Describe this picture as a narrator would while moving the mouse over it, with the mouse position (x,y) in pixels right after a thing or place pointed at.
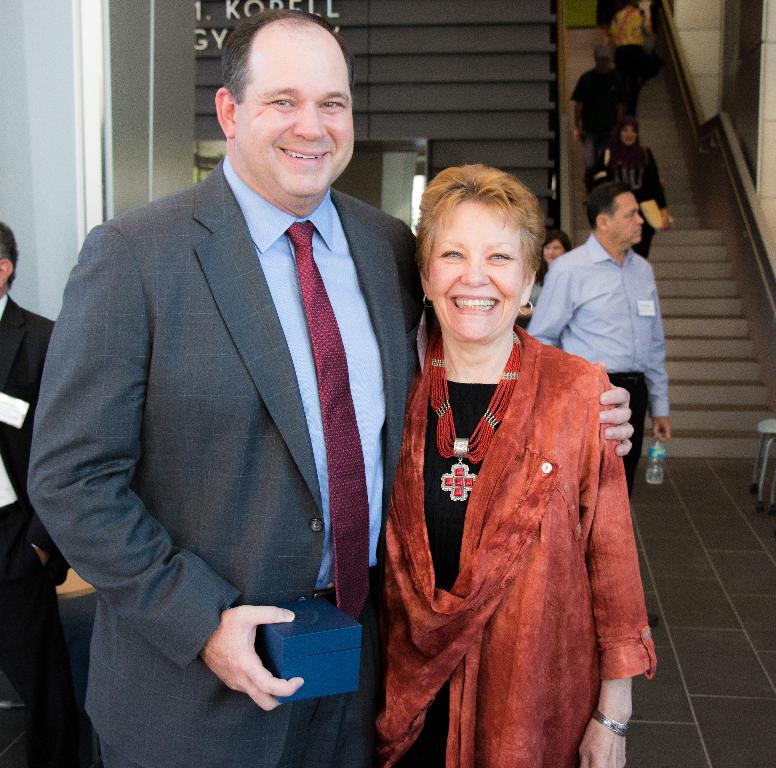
In this image we can see two persons (274,383) standing at the foreground of the image (224,410) person (105,382) wearing suit (178,516) holding some box (297,606) in his hands (261,665) and at the background of the image (642,273) there are some persons (642,270) walking on the stairs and on the ground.
